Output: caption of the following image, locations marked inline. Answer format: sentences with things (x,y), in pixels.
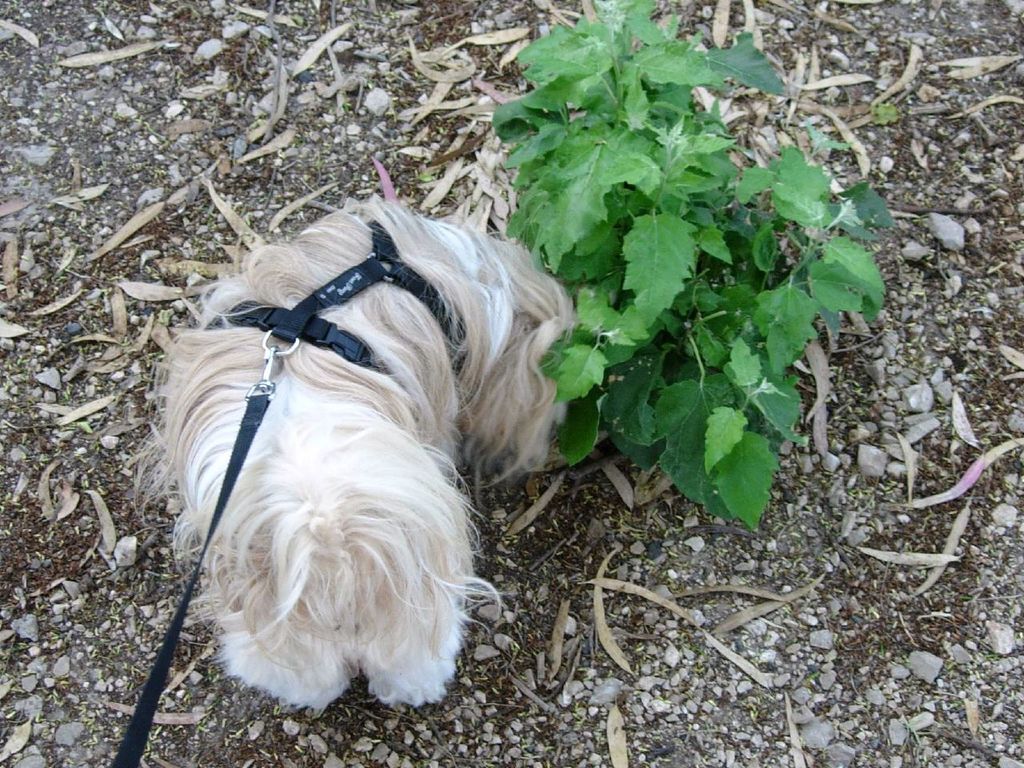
In this image, this looks like a dog (458,272) with a dog belt (143,706). I think this is a plant (668,353). These are the dried leaves (115,51) and small rocks (782,542) on the ground (912,368).
